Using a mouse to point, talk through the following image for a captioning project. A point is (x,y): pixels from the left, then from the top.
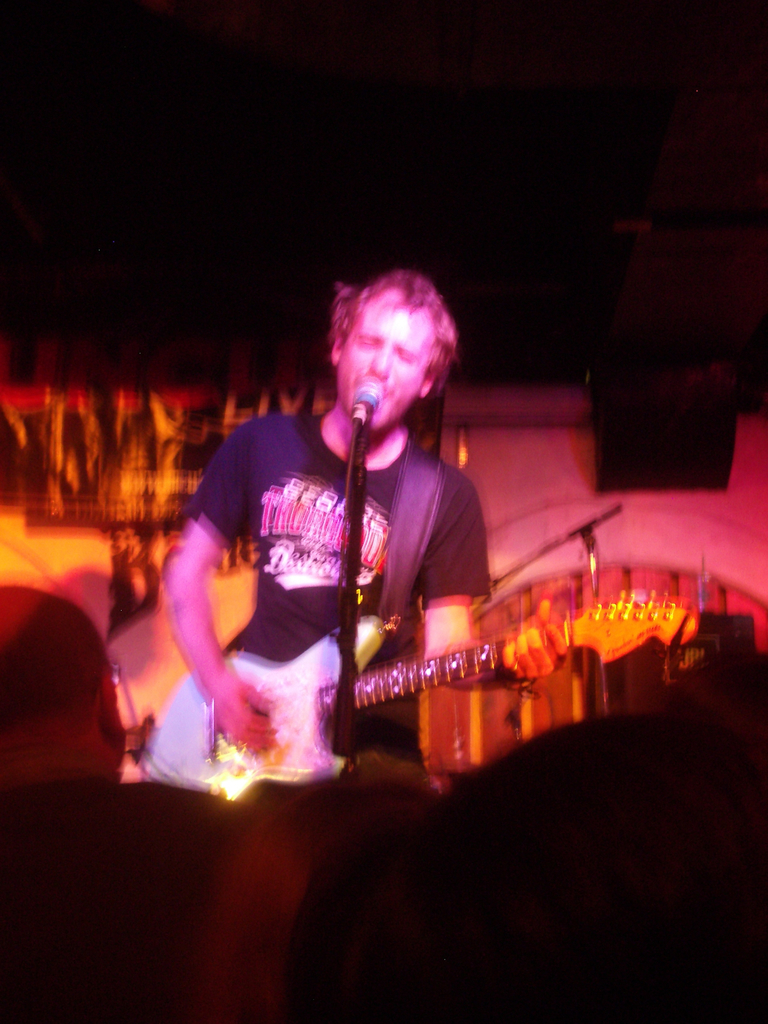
Here we can see a person (430,285) playing a guitar (224,736) and singing a song with a microphone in front of him and behind him we can see some decoration (142,479) and other musical instruments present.
